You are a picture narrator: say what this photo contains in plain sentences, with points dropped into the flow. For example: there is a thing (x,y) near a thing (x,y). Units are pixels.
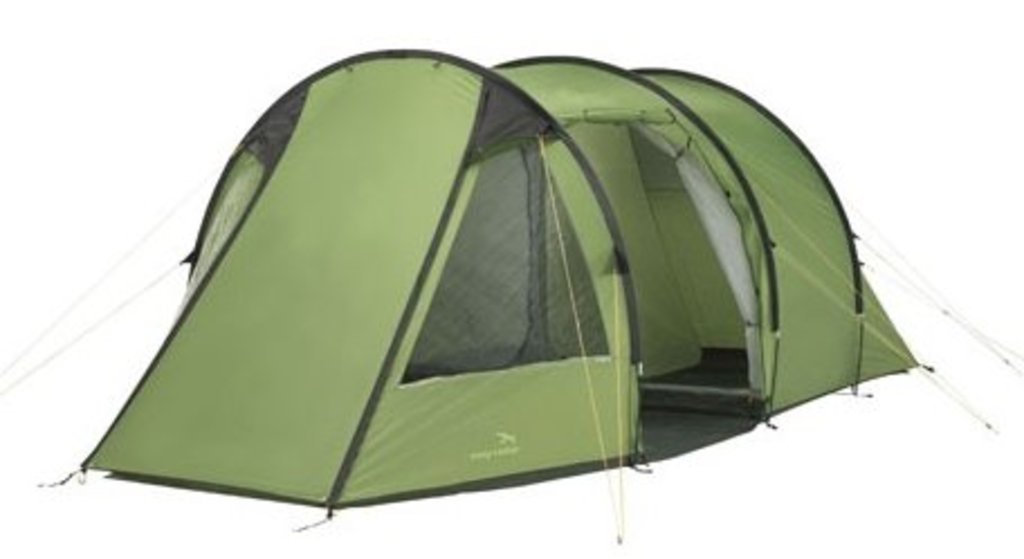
In this picture there is a tent (488,268) in the center of the image (633,224), which is green in color.
